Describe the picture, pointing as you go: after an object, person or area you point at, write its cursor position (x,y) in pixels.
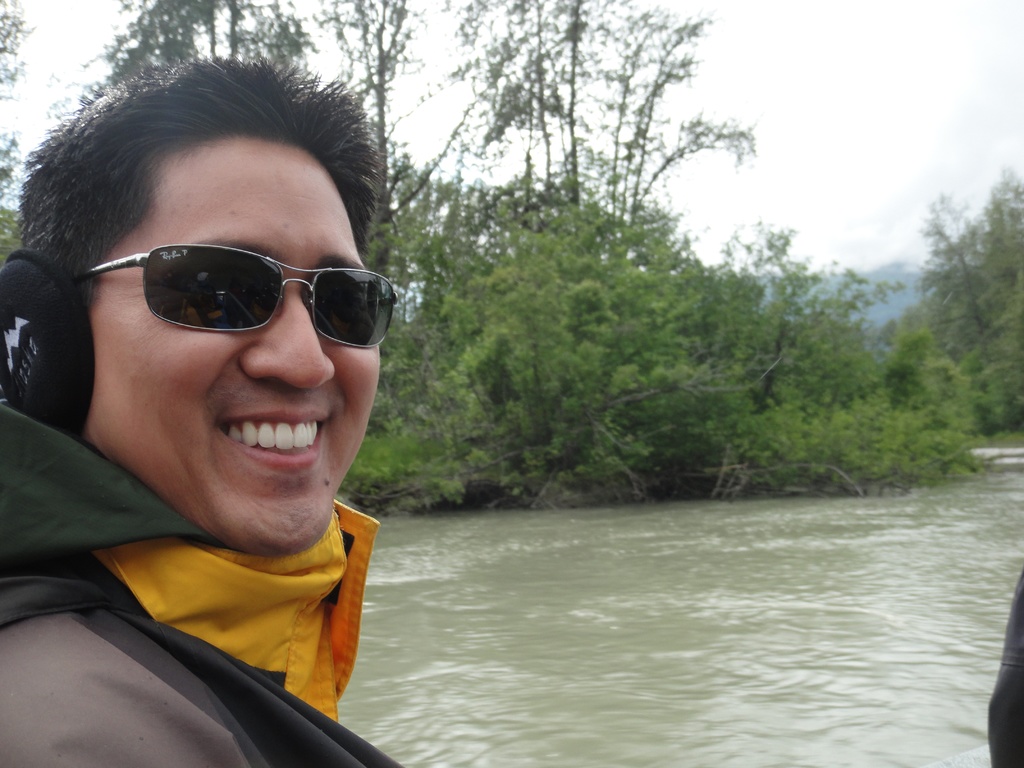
In this image I can see the person (215,594) to the side of water (612,615). The person (350,642) is wearing yellow, black and grey color dress (222,625) and also the goggles (235,283). In the back (475,385) I can see many trees (627,281) and the white sky (767,94).
